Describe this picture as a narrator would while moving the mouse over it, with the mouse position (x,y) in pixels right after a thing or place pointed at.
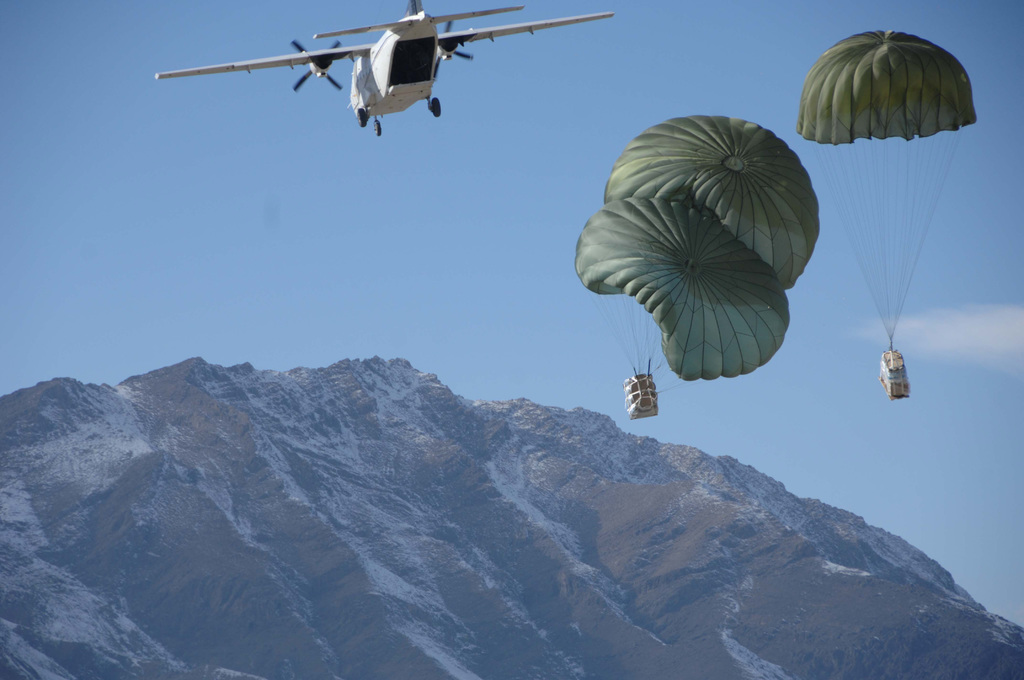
In the picture we can see some mountains (625,461) with some snow (61,437) on it and on the top of it, we can see three parachutes (632,357) are flying and one aircraft (392,85) beside them in the sky (407,128).
